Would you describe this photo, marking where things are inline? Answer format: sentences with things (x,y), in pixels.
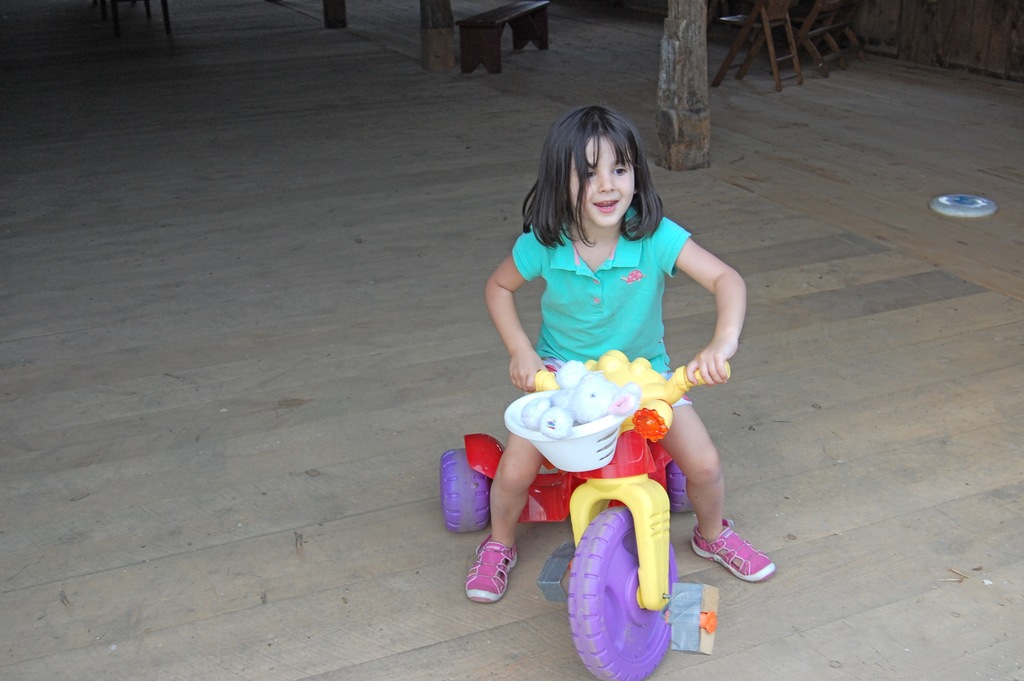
This image consists of a child (598,334) who is sitting on a toy (665,545). There is a chair (746,63) in the top (777,23) and the floor (361,416) is wooden one. That child (624,317) is wearing green color dress (601,308).
